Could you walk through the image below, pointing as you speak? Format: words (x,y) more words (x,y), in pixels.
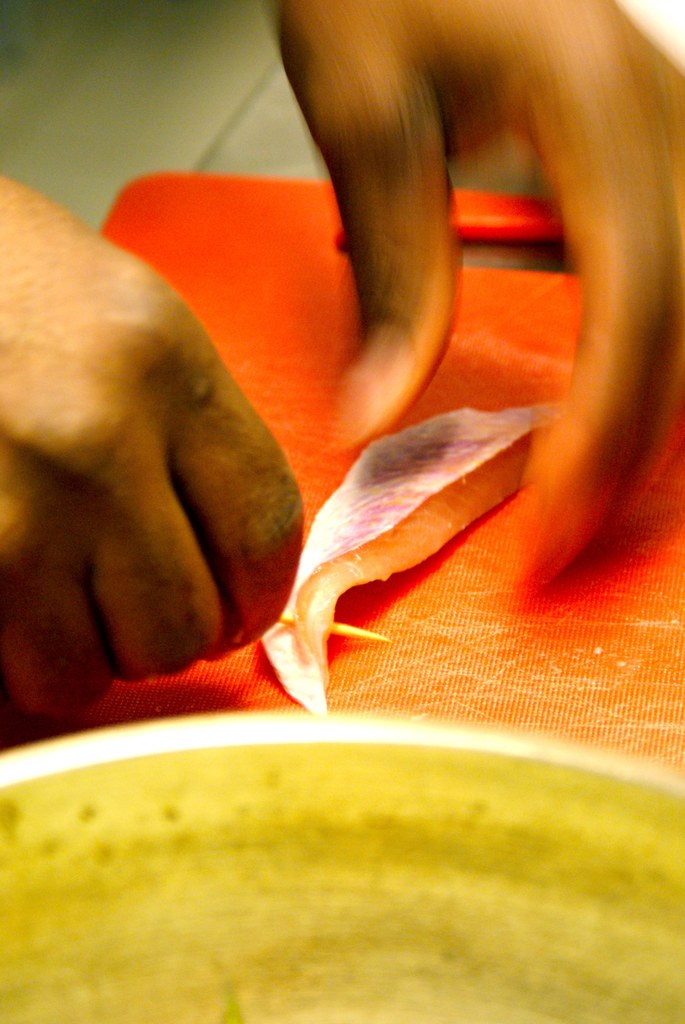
In this image there is a table (238,104), on that table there is a chopping board (517,651), on that chopping board (517,651) there is a fish (334,594) a man (235,608) holding the fish (353,560).
